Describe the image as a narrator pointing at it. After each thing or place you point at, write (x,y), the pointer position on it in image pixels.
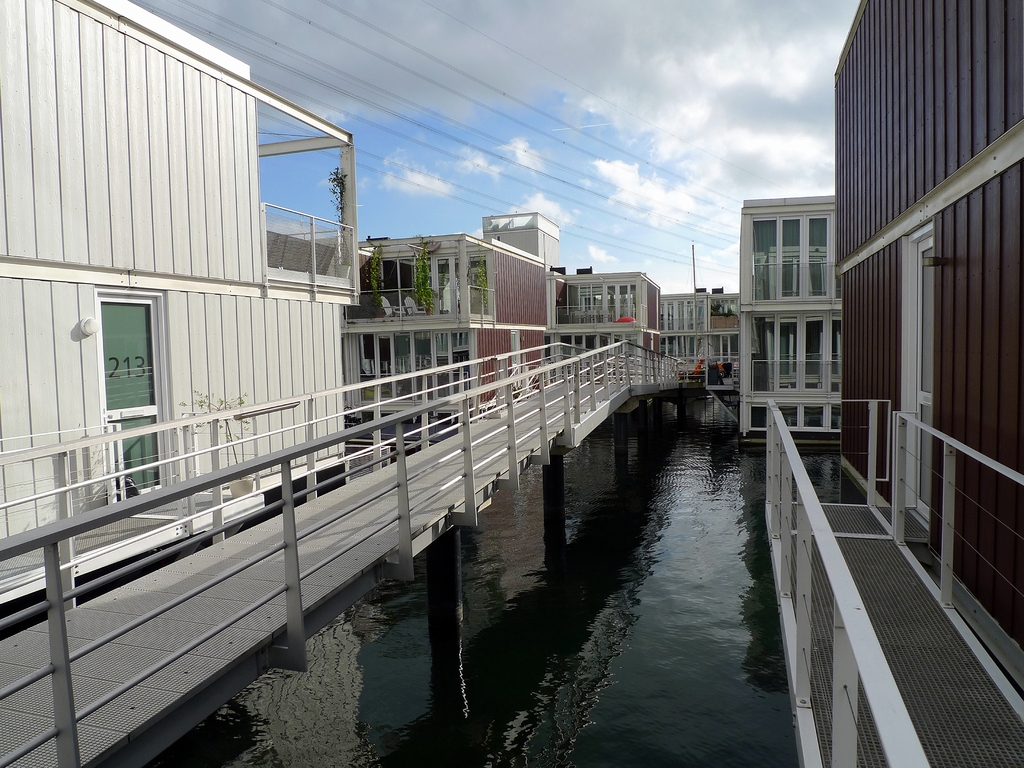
In this image there is a canal (617,577) across the canal (664,437) there is a bridge (586,371), on either side of the canal (513,557) there are buildings (774,310), in the background (412,153) there are wires (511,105) and the sky (660,137).
